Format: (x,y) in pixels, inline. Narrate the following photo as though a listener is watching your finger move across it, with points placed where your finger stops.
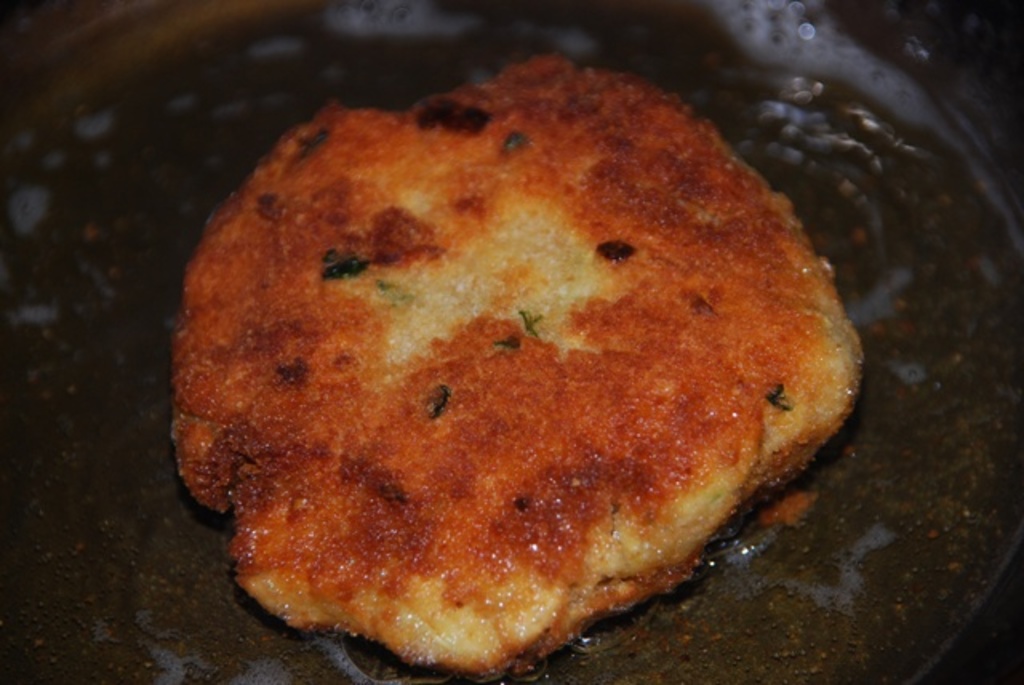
In this image we can see a food item (603,323) in a pan (67,76).
